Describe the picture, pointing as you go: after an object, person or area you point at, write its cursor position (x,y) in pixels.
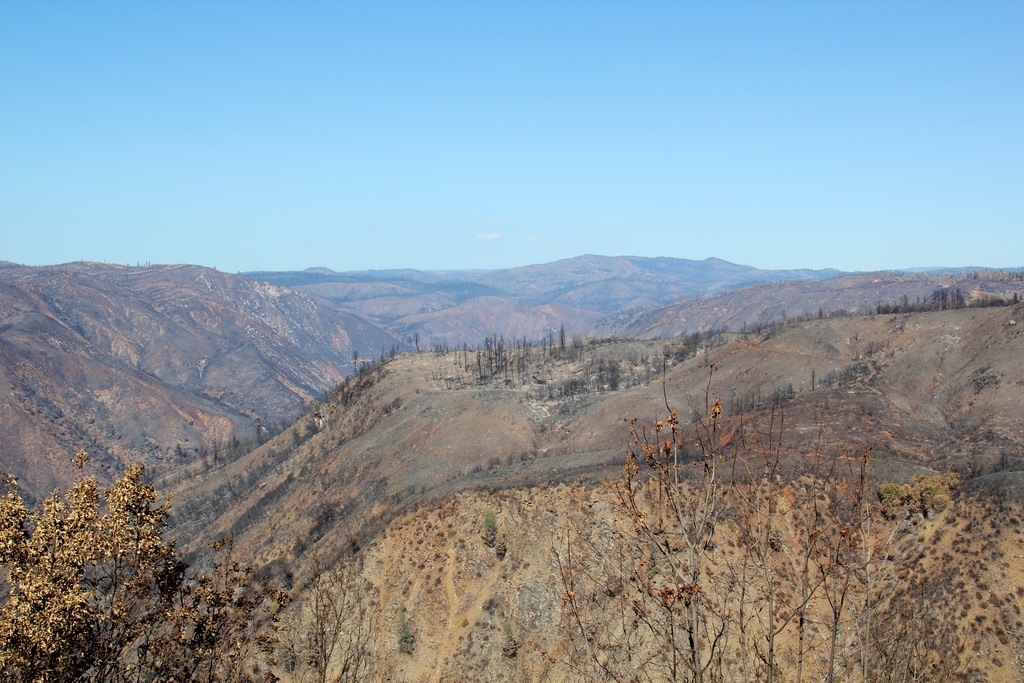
In this picture we can see trees (88,555), mountains (333,419) and in the background (174,130) we can see sky (482,180) with clouds (487,233).
